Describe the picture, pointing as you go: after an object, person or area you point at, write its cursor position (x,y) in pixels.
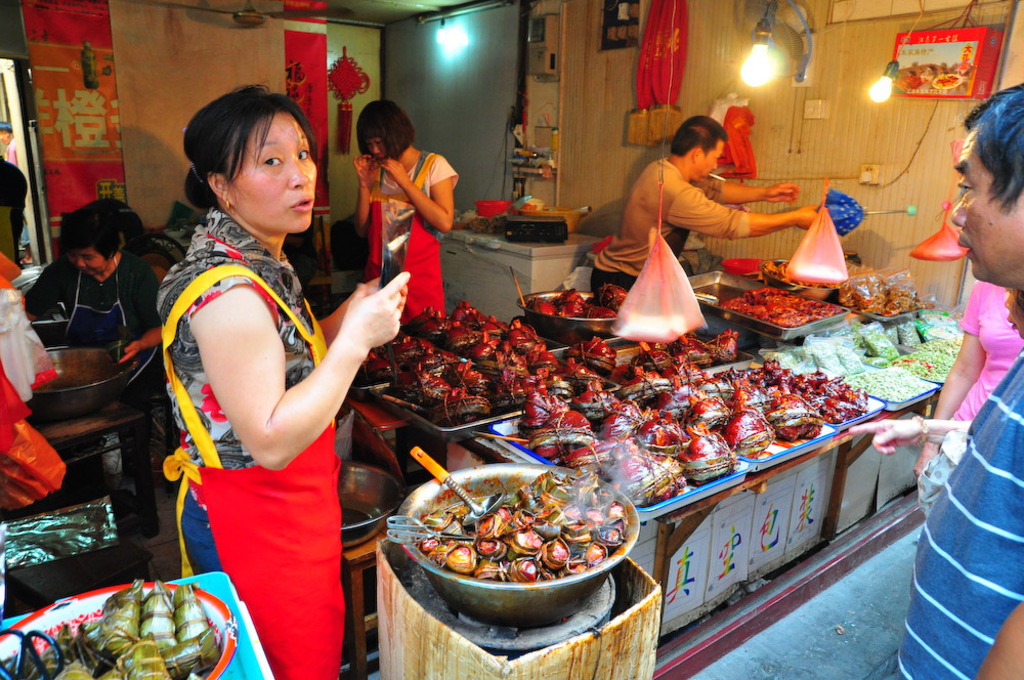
In this image there are people (15,247), tables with objects (8,343) on it in the left corner (229,679). There are people (1007,672) on the right corner (985,402). There is floor (880,612) at the bottom (881,610). There are people (430,260), tables (734,583) with food items (640,405) on it in the foreground (636,410). There is a wall (528,122) in the background (126,194). And there is a roof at the top (401,2).
